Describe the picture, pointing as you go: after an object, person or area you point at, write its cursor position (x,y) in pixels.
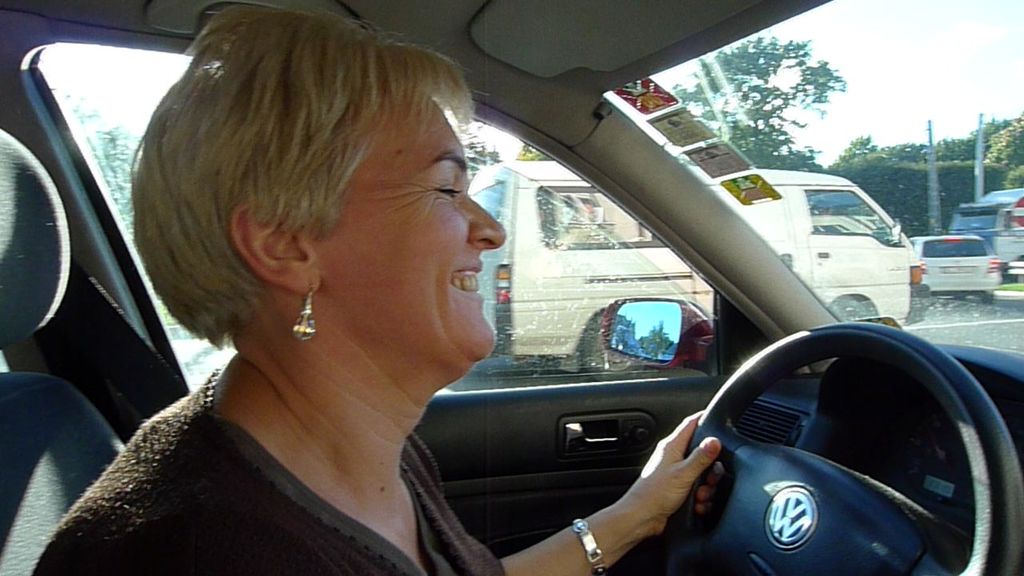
This picture shows an woman (421,555) driving a car (639,388) with a smile on her face (413,248) and we see few parked cars (946,271) on the road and some trees (961,169).
